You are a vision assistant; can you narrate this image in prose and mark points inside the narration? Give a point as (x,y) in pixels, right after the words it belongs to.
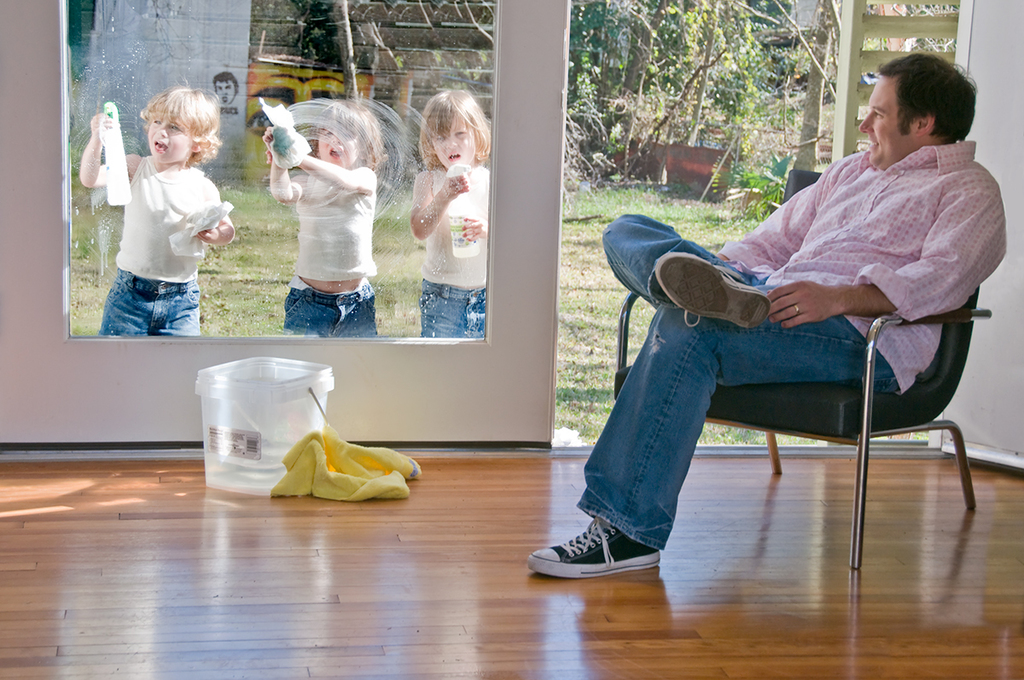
in this image i can see a person (851,325) sitting on the right side of the room (527,143). behind him there are 3 people (368,215) cleaning the glass (334,148). behind him there are many trees (691,84).
